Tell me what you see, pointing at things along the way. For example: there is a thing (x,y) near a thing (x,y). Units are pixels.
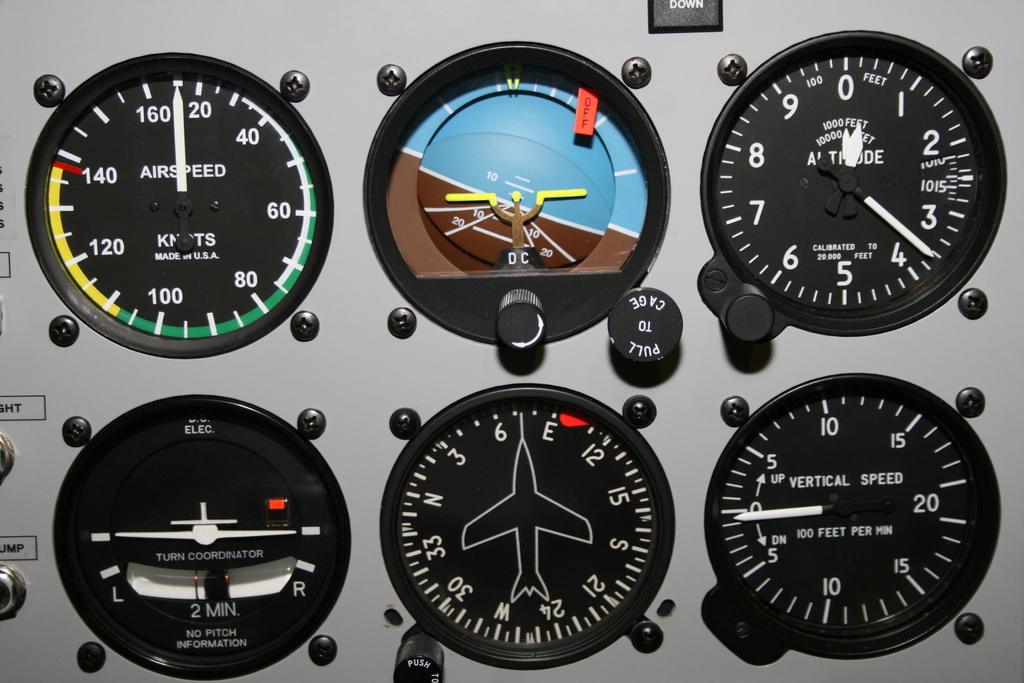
In this picture I can see there is a speedometer (856,566) and it has some numerical reading (141,113) and it has some indicators (873,204) in white color and there are few screws (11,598) here.
